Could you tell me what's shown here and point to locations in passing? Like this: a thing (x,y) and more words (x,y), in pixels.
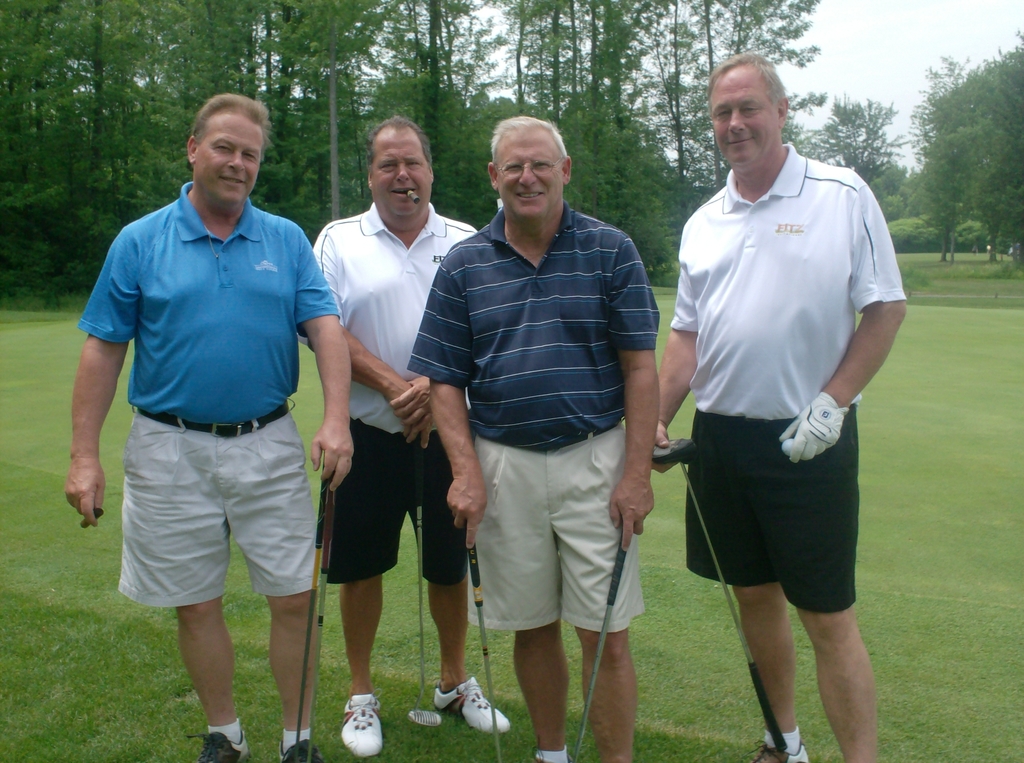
In this image we can see these four persons (414,278) wearing T-shirts (537,372) and shoes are standing on the grass (573,694) while holding golf bats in their hands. In the background (742,9), we can see trees (571,76) and the sky (921,74).
